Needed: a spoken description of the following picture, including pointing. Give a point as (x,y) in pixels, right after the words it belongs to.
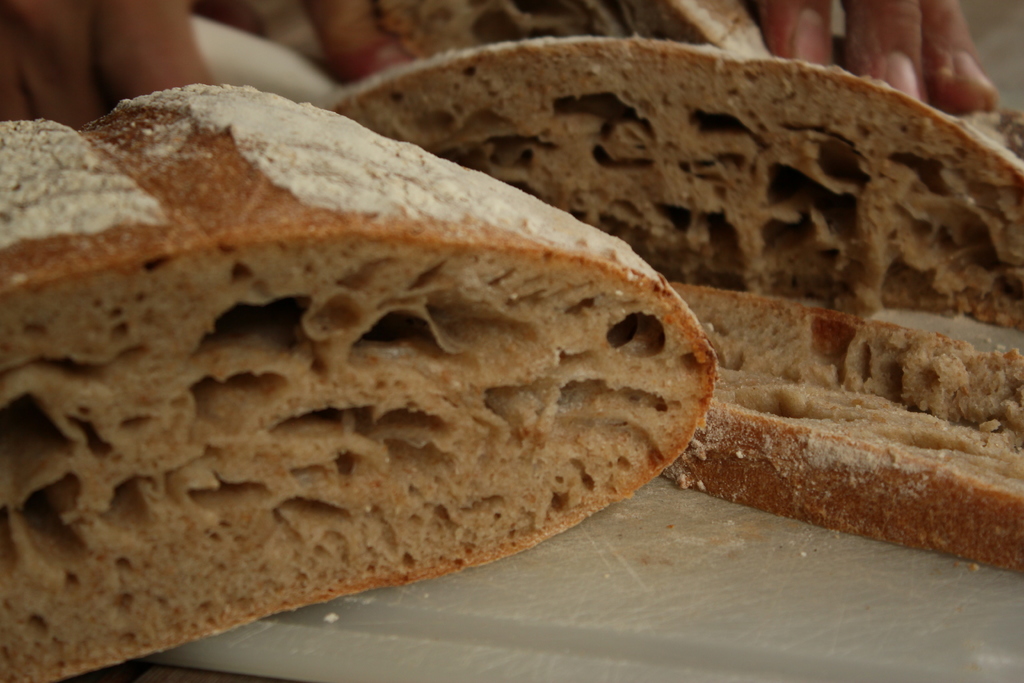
In this image I can see pieces of bread (384,227) and a person's hand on the table (647,495). This image is taken in a room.
